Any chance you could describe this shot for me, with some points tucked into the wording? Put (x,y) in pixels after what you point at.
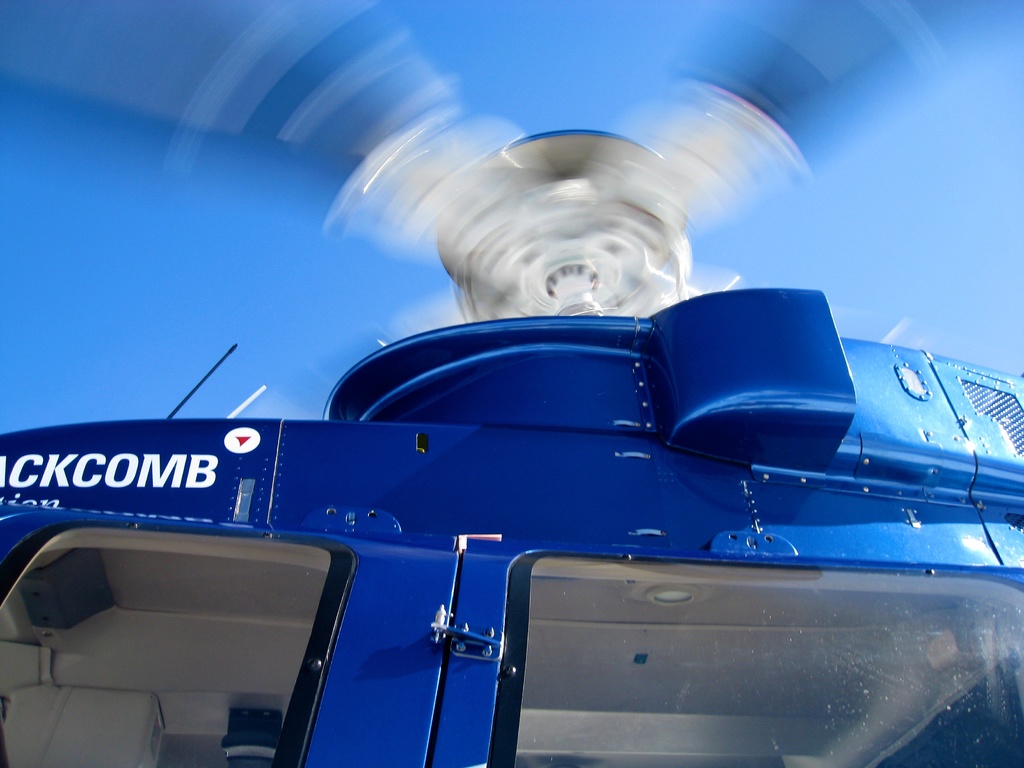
It is a zoomed in picture of a helicopter (358,502). Sky (943,161) is also visible in this image.
